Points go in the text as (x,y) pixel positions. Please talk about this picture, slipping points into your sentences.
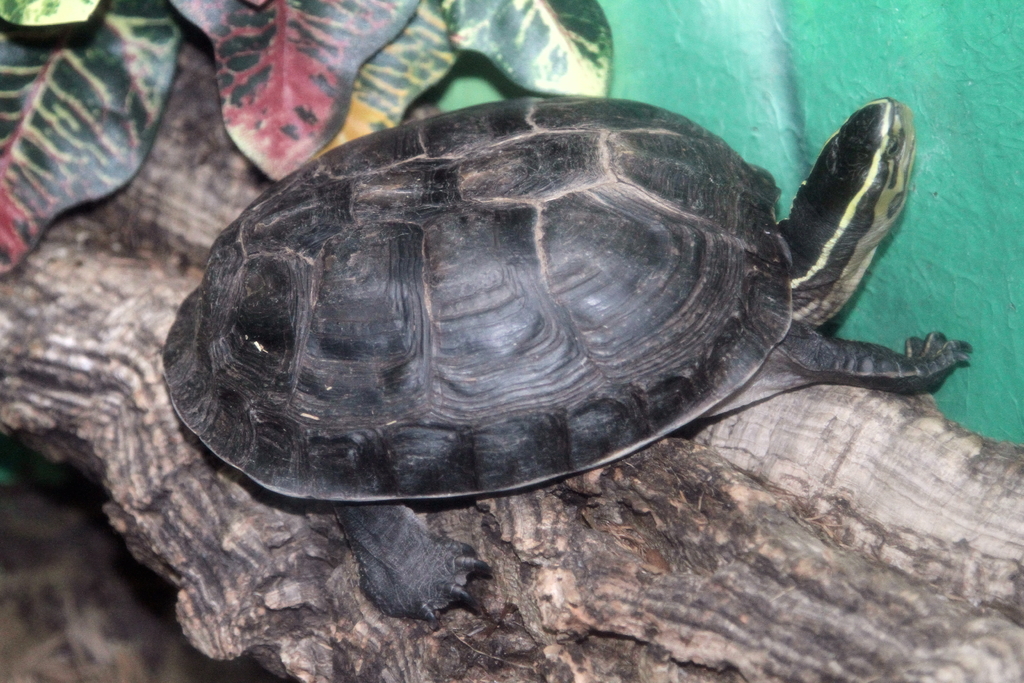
In the center of the image (601,399) there is a tortoise (465,241) on a tree trunk (28,302). At the top of the image (164,70) there are leaves (327,59).
